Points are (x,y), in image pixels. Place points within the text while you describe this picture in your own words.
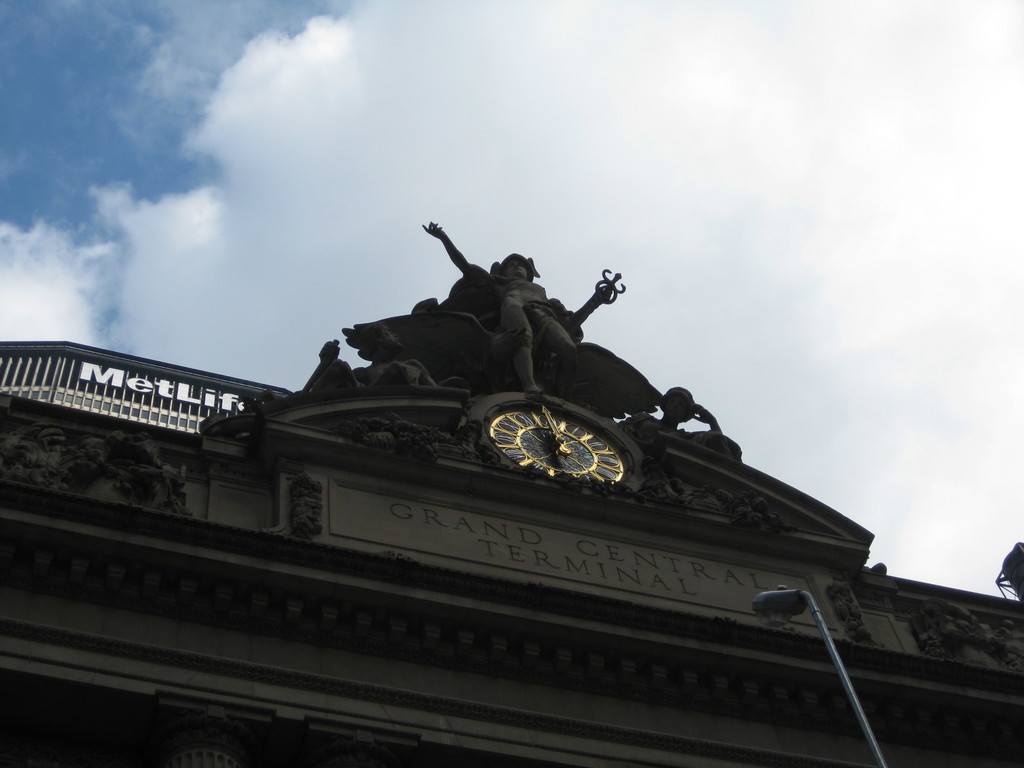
In this image we can see a building (380,563), name board (354,530), clock (569,424), statue (608,409), street pole (819,611), street light (797,608) and sky (669,255) with clouds (505,145) in the background (863,231).
